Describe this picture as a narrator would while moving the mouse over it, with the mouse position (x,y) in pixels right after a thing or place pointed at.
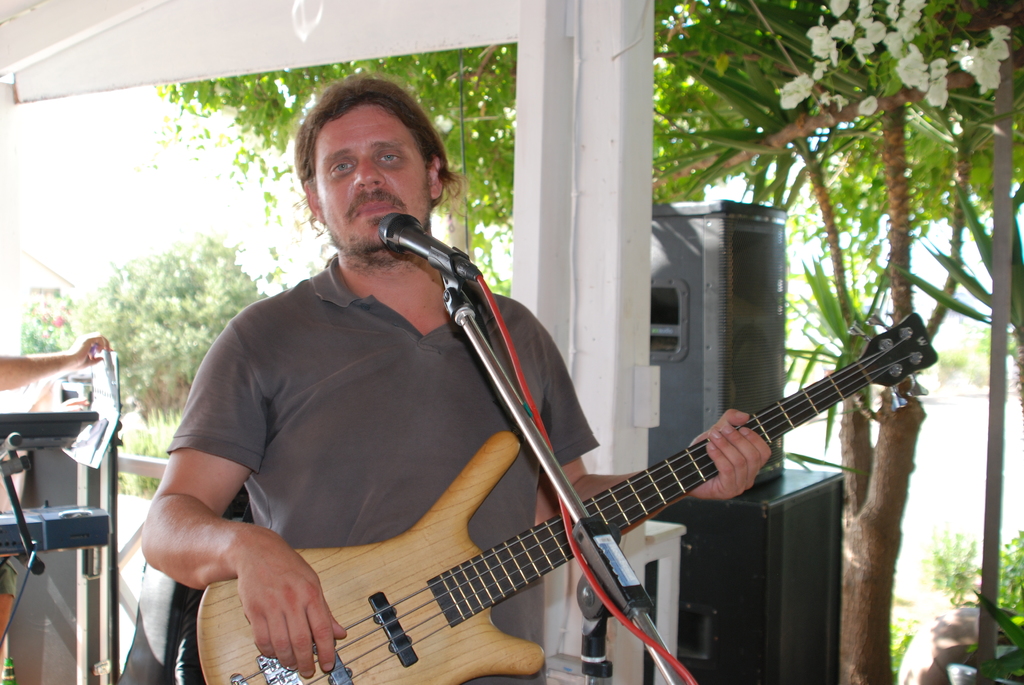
In the picture we can find a man (415,353) standing holding the guitar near the microphone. In the background (682,306) we can find some sound boxes (673,404), trees (224,253), plants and some instruments (41,539).
